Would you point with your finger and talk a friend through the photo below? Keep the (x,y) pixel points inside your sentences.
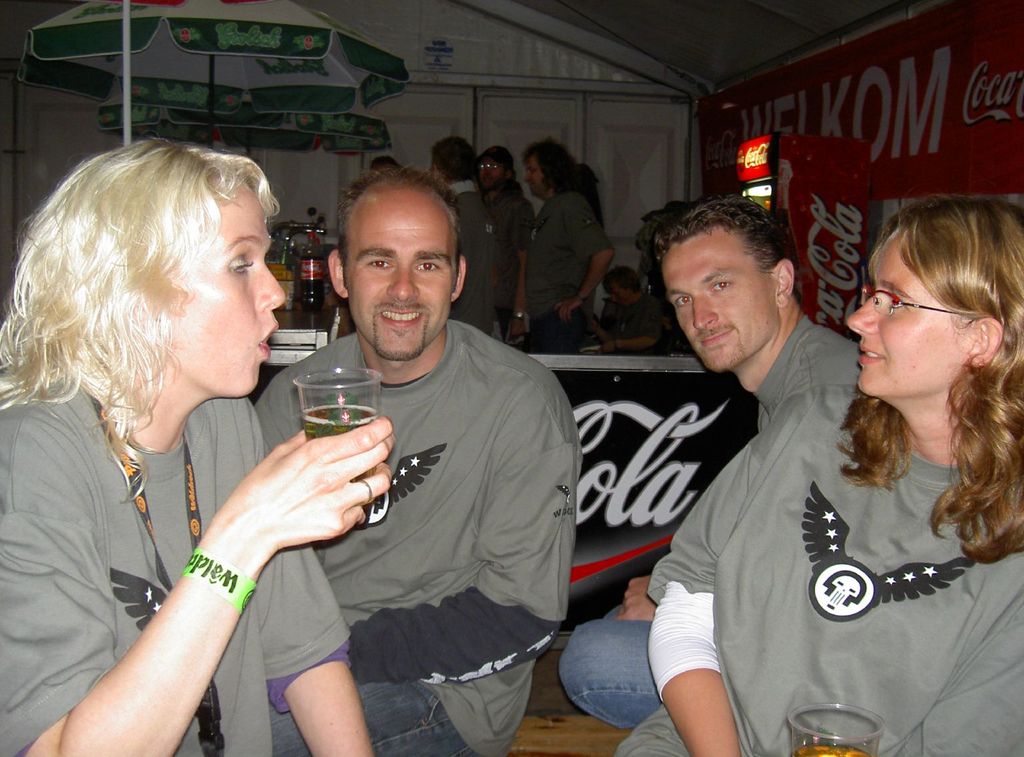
In this image i can see a group of persons (393,295) sitting on the table (543,722) and left side a woman (70,519), holding glass (352,403) contain a drink (332,429) on that, And middle person (422,304) this is smiling, back side of them there is a tent (593,105) And some group of persons (529,177) standing near to the tent (418,165).
